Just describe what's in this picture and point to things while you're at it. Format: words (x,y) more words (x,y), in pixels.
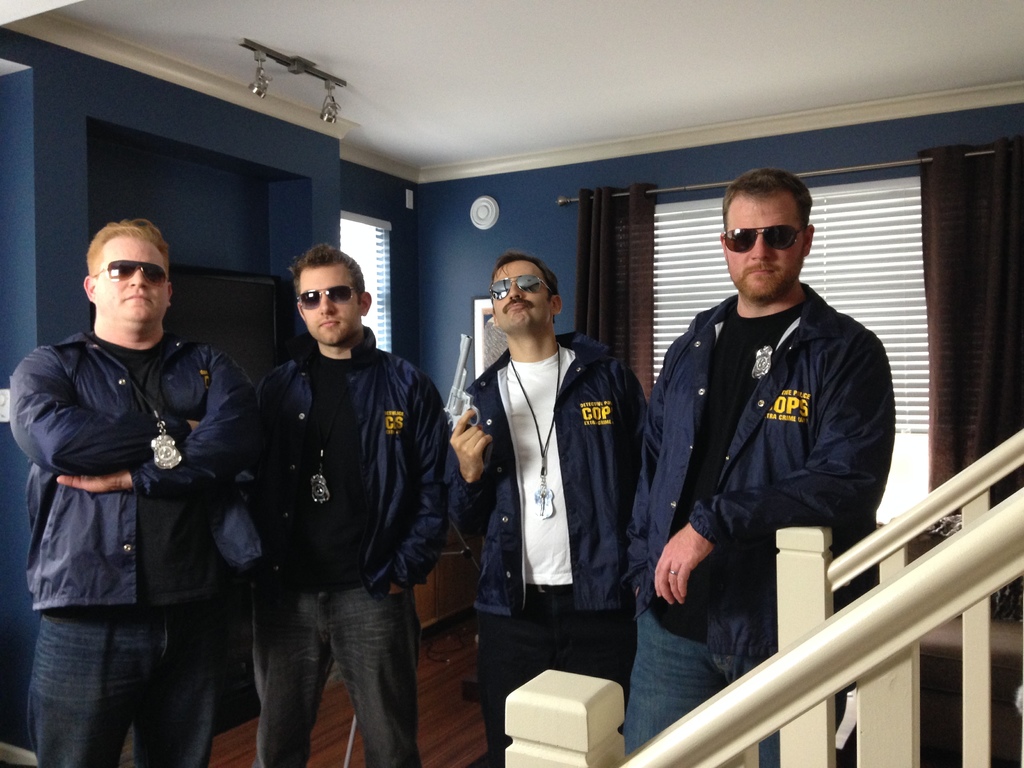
In this picture there are three persons (54,383) standing and there is a person (550,545) standing and holding the gun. On the right side of the image (738,756) there is a staircase (895,609). At the back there is a television (213,337) and frame (483,349) and the object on the wall (59,262). At the back (687,250) there are windows (903,243) and curtains (992,340). At the top (319,73) there are objects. At the bottom (440,723) there is a floor (431,690).
